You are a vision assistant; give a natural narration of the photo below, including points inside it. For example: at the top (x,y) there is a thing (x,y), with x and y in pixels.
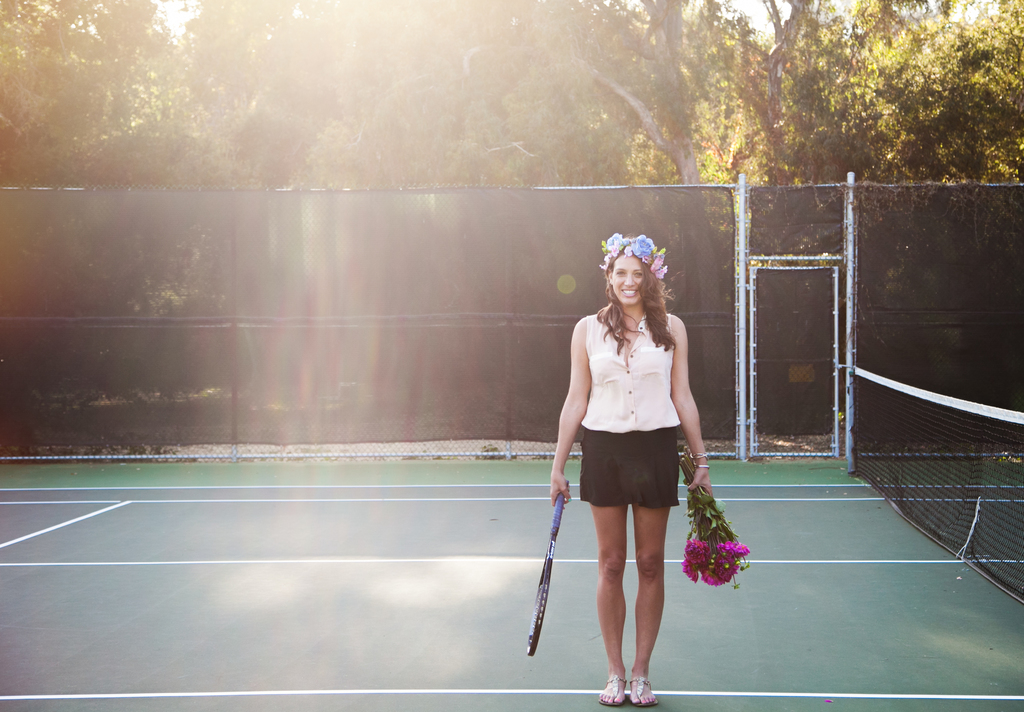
In this image I can see a woman (640,341) standing in the tennis court (567,517). She is holding a tennis racket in one hand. In the other hand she is holding a bouquet (737,585). In the background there is a fence (153,227) and trees (511,149). On the right (851,459) there is a tennis net (877,490).
